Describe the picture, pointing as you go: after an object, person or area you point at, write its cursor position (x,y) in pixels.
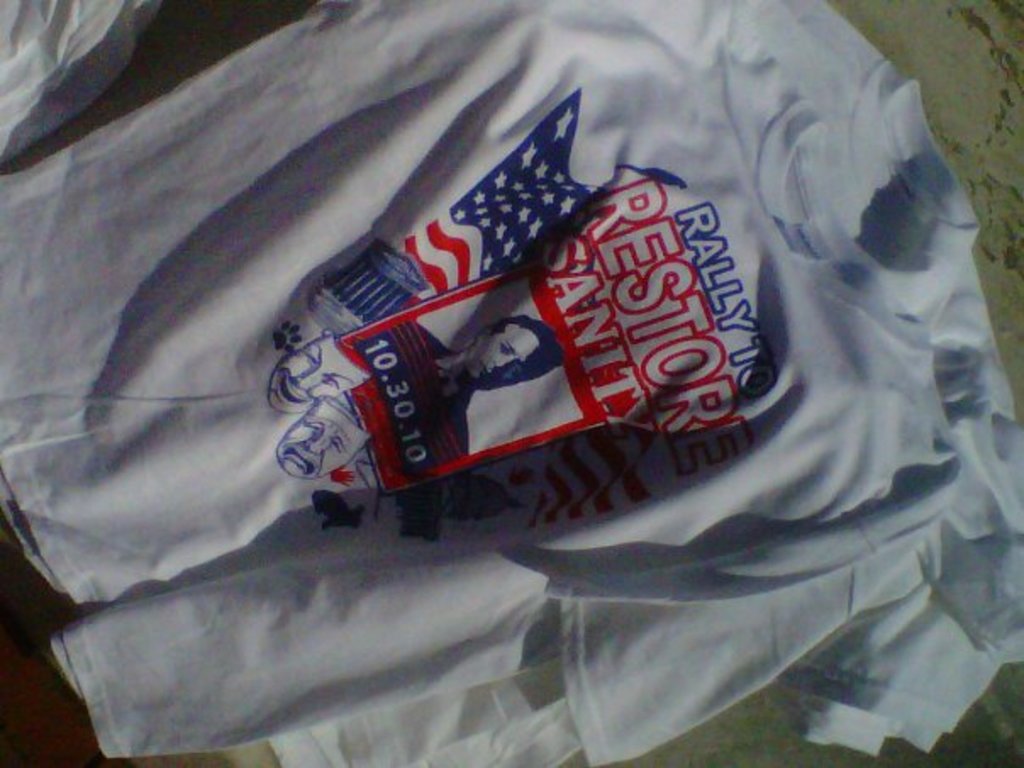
In this image I can see a few white colour t shirts (614,345) and here I can see something is written.
